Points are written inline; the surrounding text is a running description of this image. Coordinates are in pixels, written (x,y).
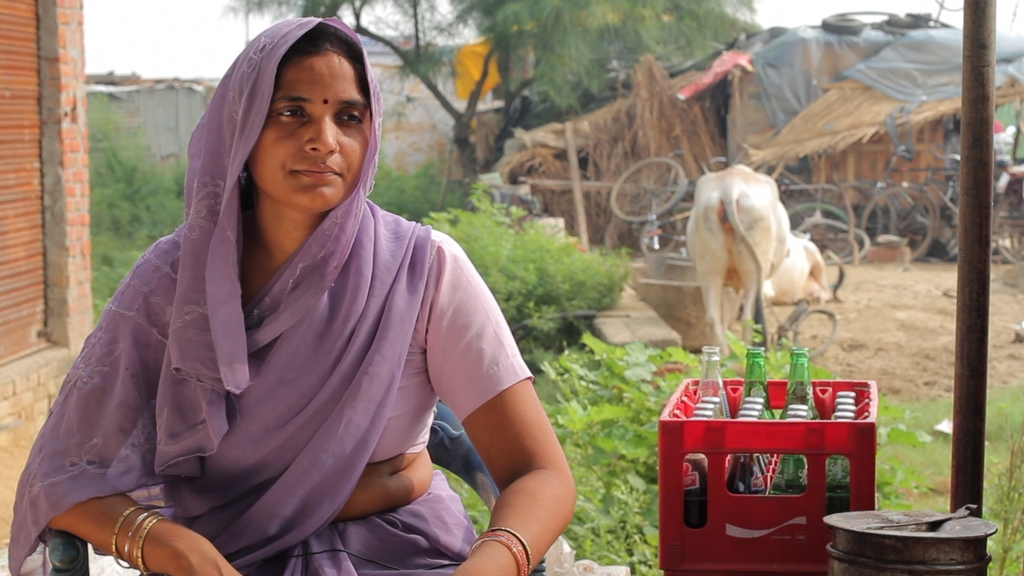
This picture is clicked outside. On the left (228,315) we can see a woman (264,289) wearing saree (305,416) and sitting on the chair (438,435). On the right (780,401) we can see the bottles (760,401), basket (773,533), plants (613,384), metal rod (974,57) and some other objects (694,292) are placed on the ground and we can see the bicycles (792,198) and an animal (809,264). In the background (153,20) we can see the sky (185,20), trees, plants (438,175), shutter (20,105), huts (822,108) and many other objects (658,262).
